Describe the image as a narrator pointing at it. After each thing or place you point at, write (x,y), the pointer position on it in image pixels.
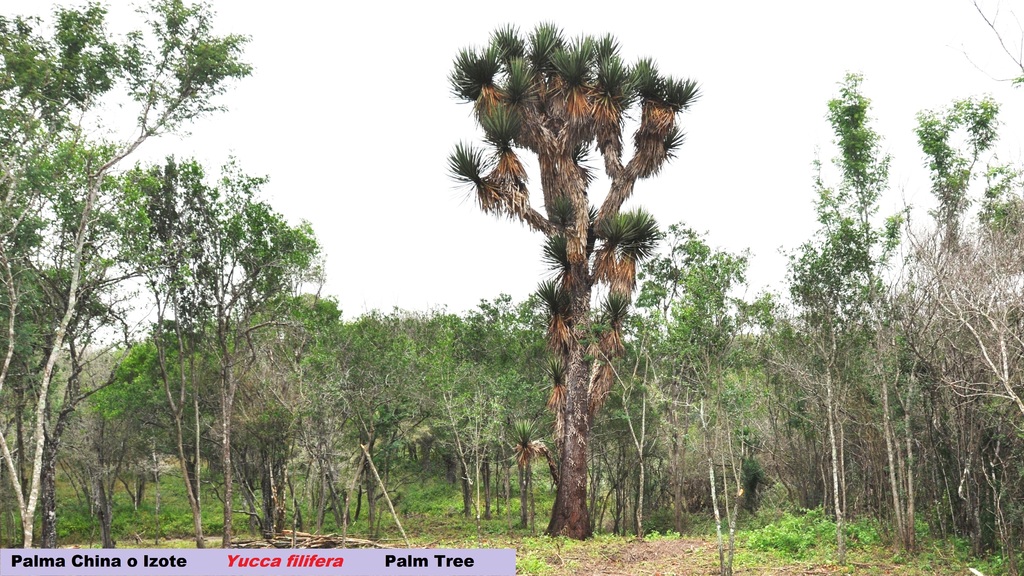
In this image we can see there are trees (590,391) and plants (816,515) on the ground (644,536). At the top (349,115) there is a sky (342,121). And the text (310,564) written on the image.
